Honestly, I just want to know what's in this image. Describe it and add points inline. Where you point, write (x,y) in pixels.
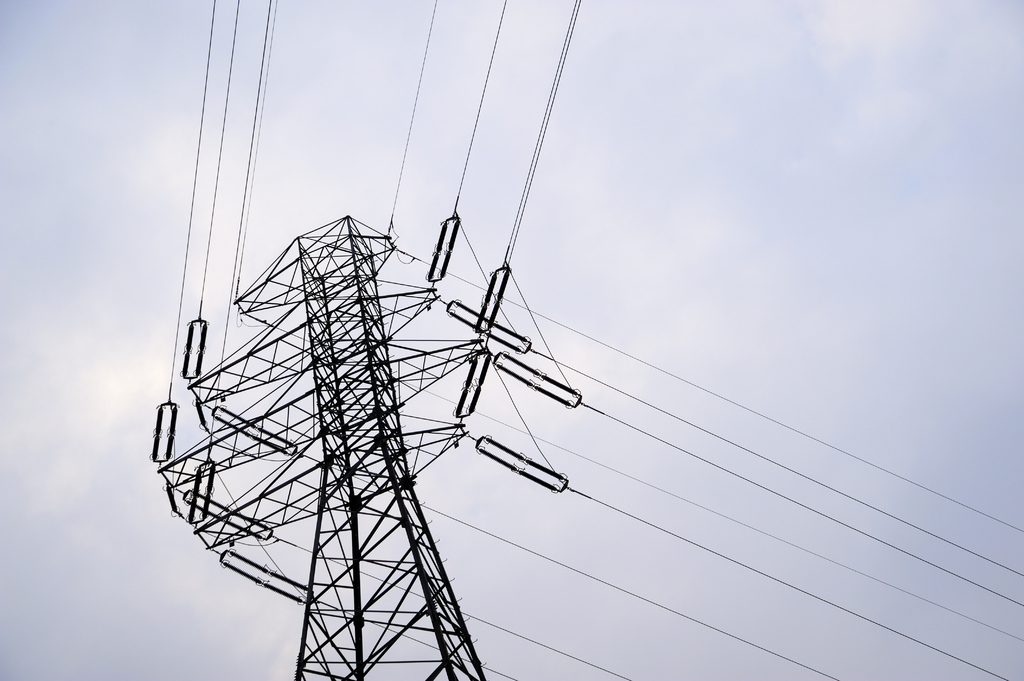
In this picture there is a tower (313,578) and wires (253,546) attached to it. In the background (760,324) there is a sky (737,108).
